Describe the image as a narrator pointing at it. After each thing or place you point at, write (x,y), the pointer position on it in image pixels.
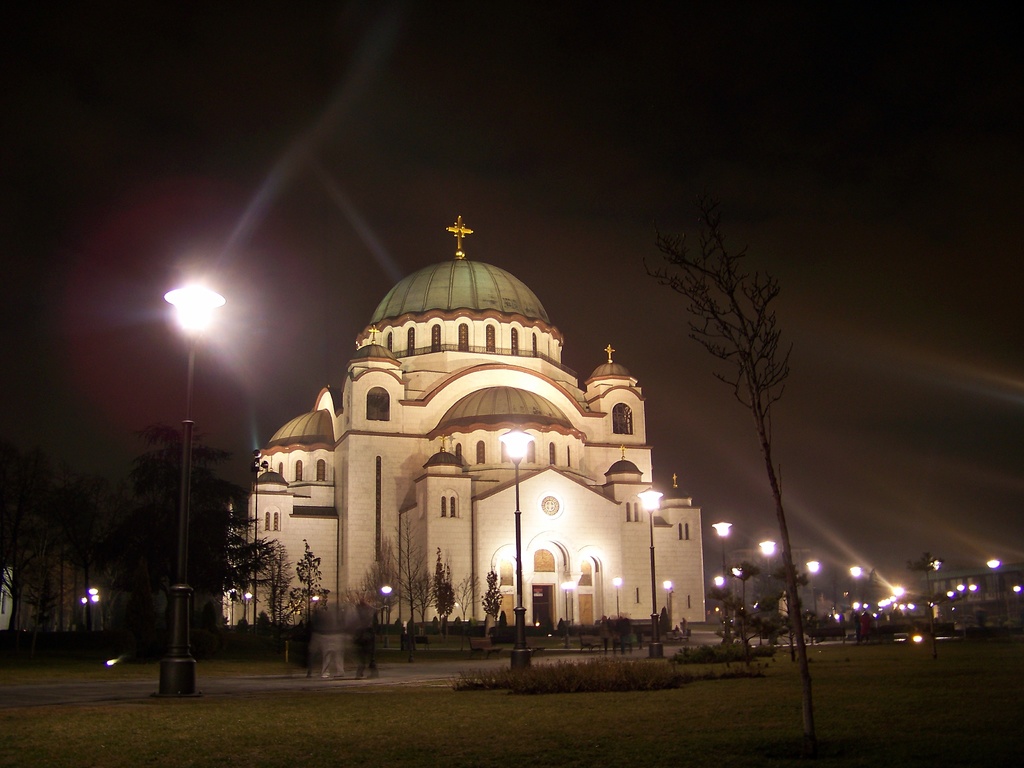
In this image we can see a few people (366,638), there is a church (606,582), there are light poles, plants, and trees (302,612), also we can see the sky (395,191).
